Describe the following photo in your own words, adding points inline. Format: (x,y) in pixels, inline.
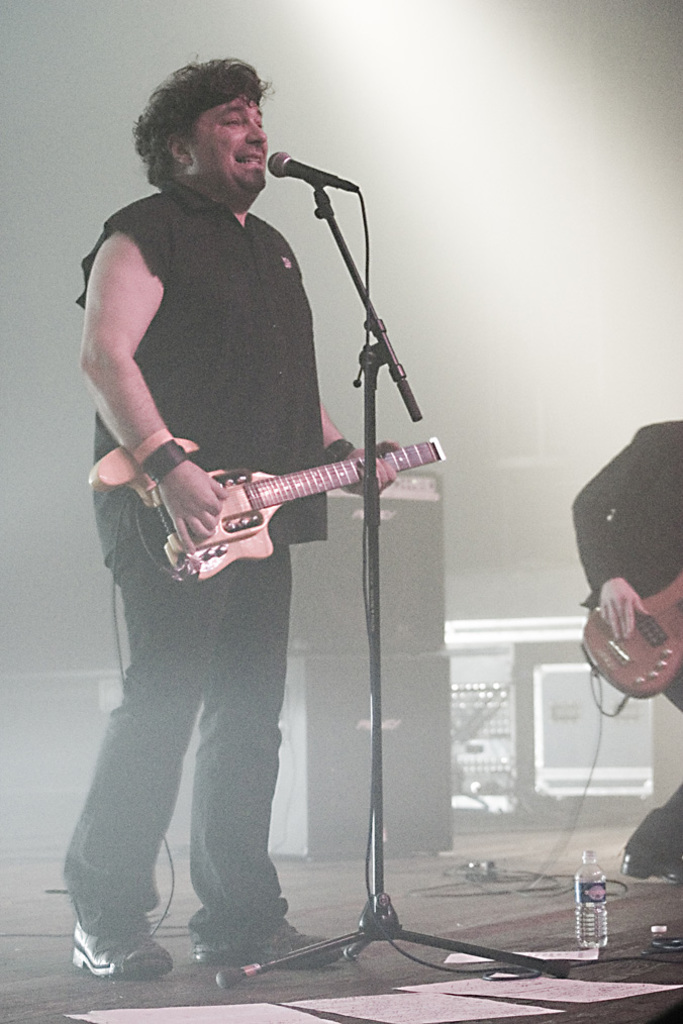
This image consists of two men (186,694). In the front (198,865), there is a man (254,69) wearing black dress (278,560) is playing guitar (225,504) and singing. In front (371,655), of him there is a mic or mic stand (232,969). In the background (312,646), there are speakers (417,709).
